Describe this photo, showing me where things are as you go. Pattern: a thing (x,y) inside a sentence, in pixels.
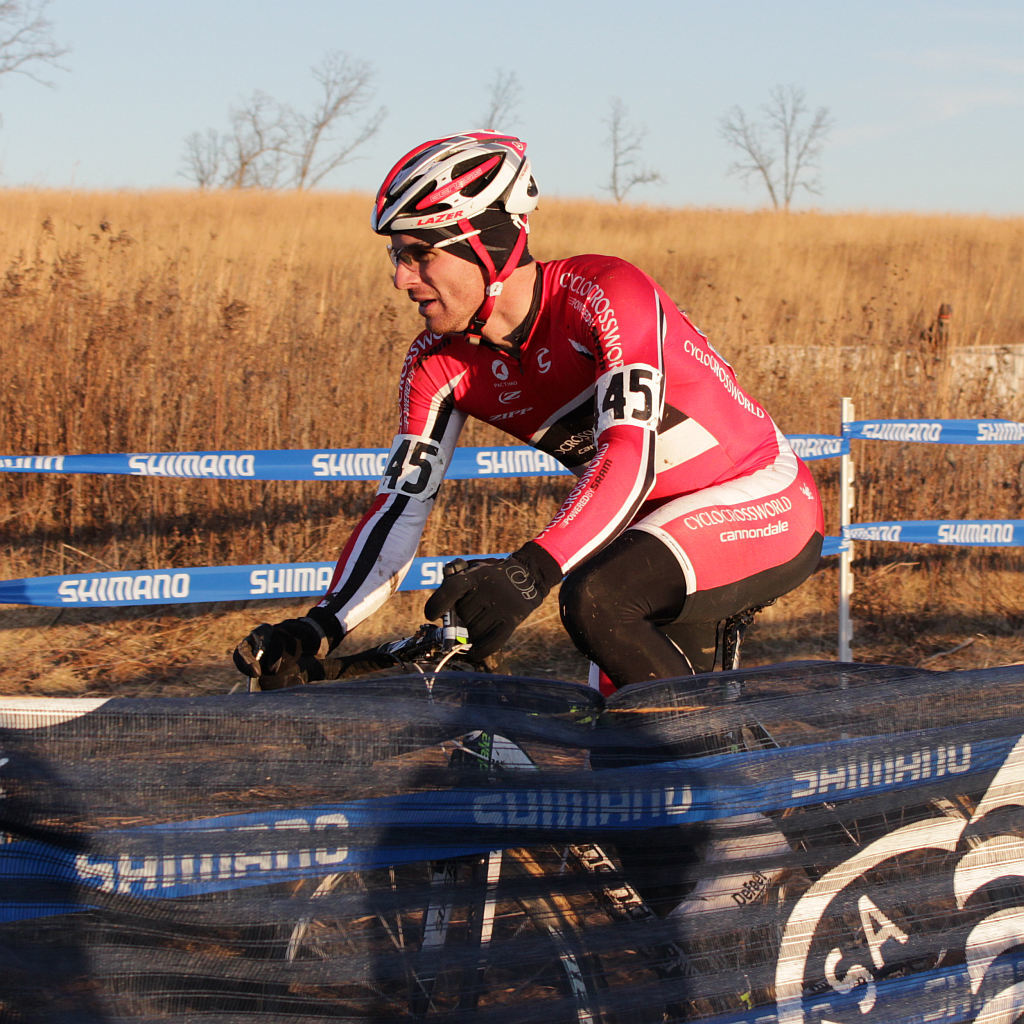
In the picture we can see a man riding a bicycle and the man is with sportswear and a helmet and beside him we can see a railing (844,552) and behind it, we can see dried grass plants (162,274) and far from it we can see the dried trees (275,125) and sky (609,138).
